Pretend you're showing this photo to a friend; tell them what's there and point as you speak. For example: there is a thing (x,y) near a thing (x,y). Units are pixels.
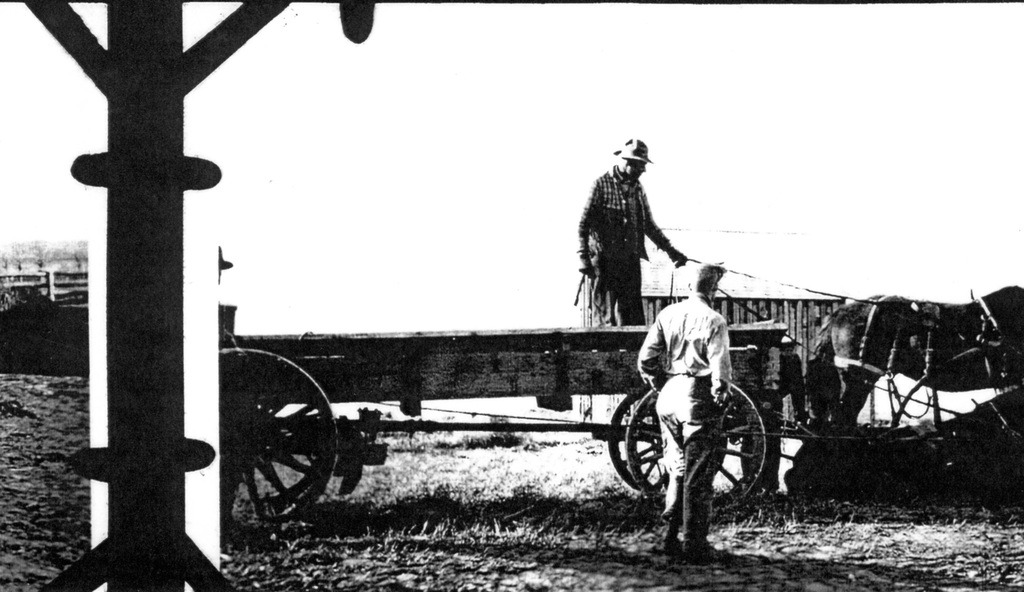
There are two persons (710,313) and a horse cart (777,371) is present on the right side of this image (909,352). We can see a grassy land (543,497) at the bottom of this image (489,529) and there is a pole (168,397) on the left side of this image (123,429). The background (809,175) is in white color.
